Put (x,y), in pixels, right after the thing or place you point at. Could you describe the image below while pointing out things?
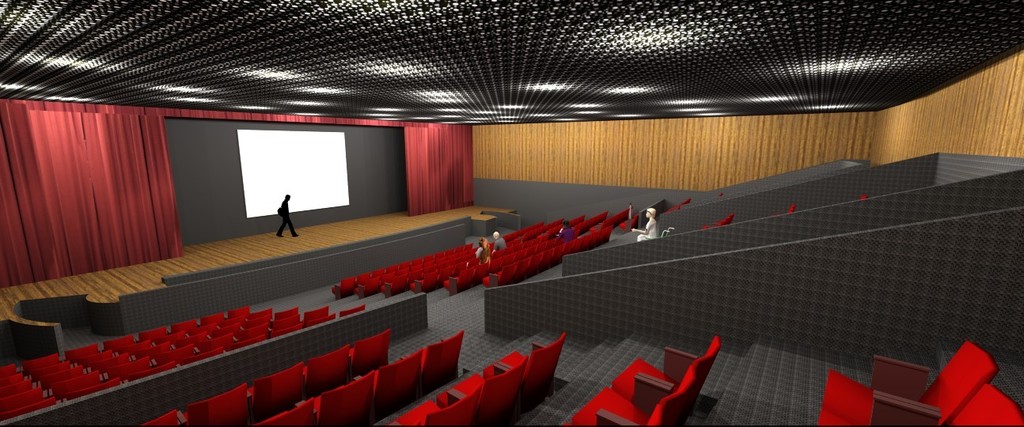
Here we can see a graphical image, In this picture we can see chairs (523,374) in the front (536,351), there are some people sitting on chairs (540,250), in the background (284,208) we can see a person (289,221) is walking, we can also see curtains (410,183) and a screen (297,167) in the background (319,162).
